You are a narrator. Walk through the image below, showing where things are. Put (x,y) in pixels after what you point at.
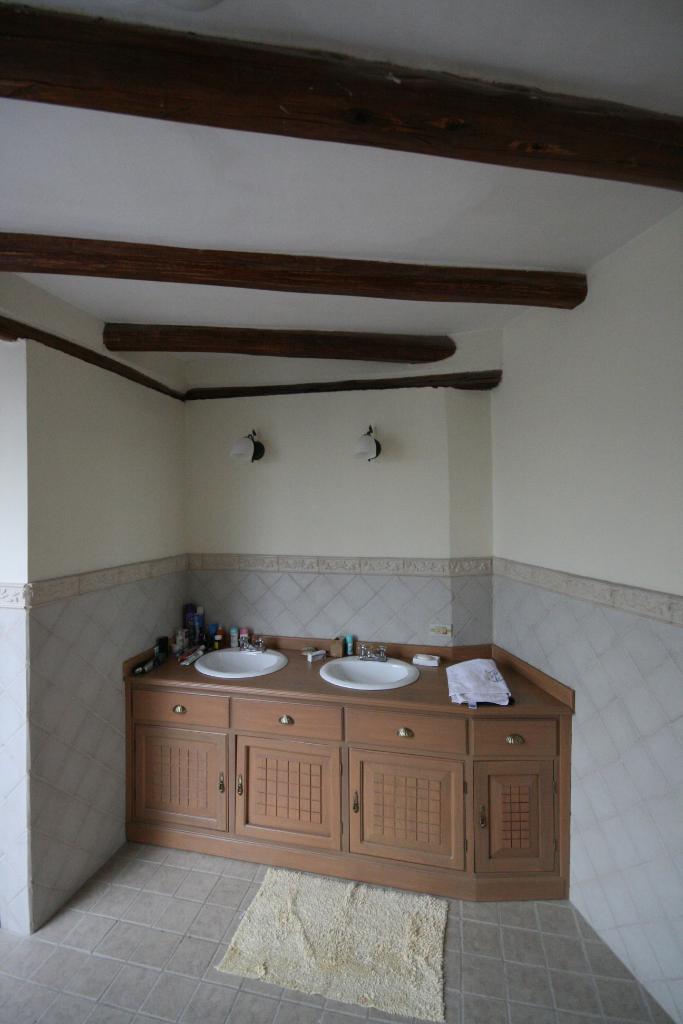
This picture is an inside view of a room (463,674). In the center of the image (255,665) we can see the cupboards (390,758), sinks (365,674), taps (366,660), towel (486,671), soap (433,661) and some objects (234,645). In the background of the image (381,626) we can see the wall (399,483) and lights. At the top of the image (371,81) we can see the roof (453,141). At the bottom of the image (349,903) we can see the floor (522,975) and mat (331,927).
